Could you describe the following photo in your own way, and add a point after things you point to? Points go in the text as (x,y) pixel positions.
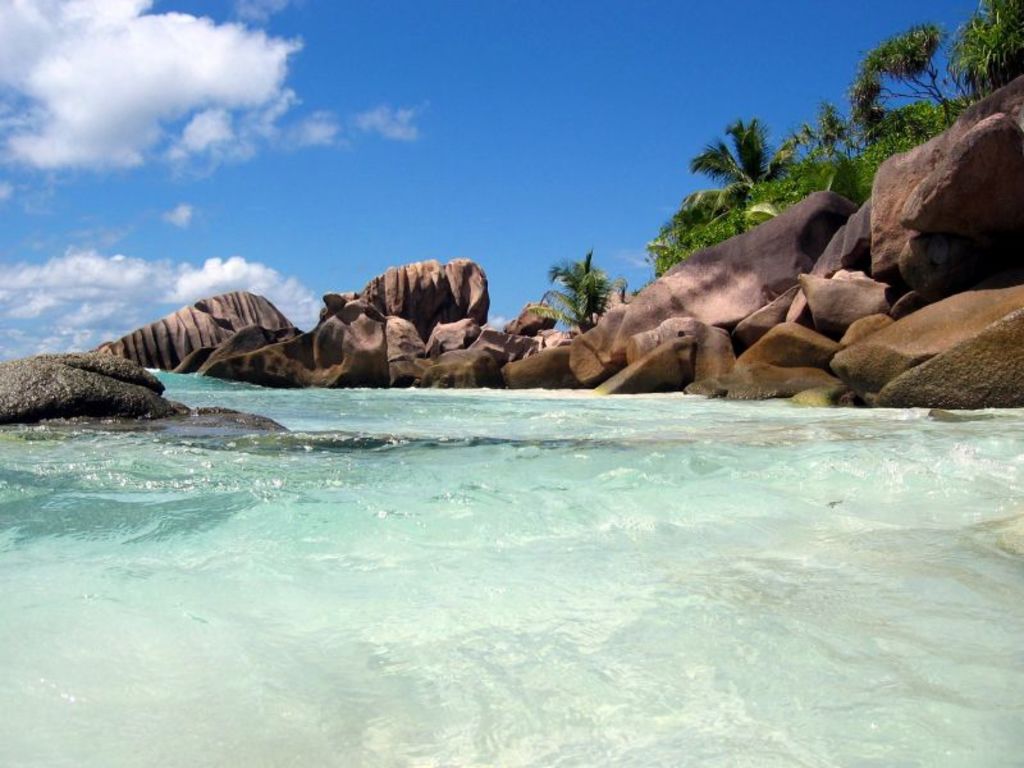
In this picture there is water (909,551) at the bottom side of the image (809,543) and there are rocks (860,245) and trees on the right side of the image (815,271) and there are other rocks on the left side of the image (335,355).
